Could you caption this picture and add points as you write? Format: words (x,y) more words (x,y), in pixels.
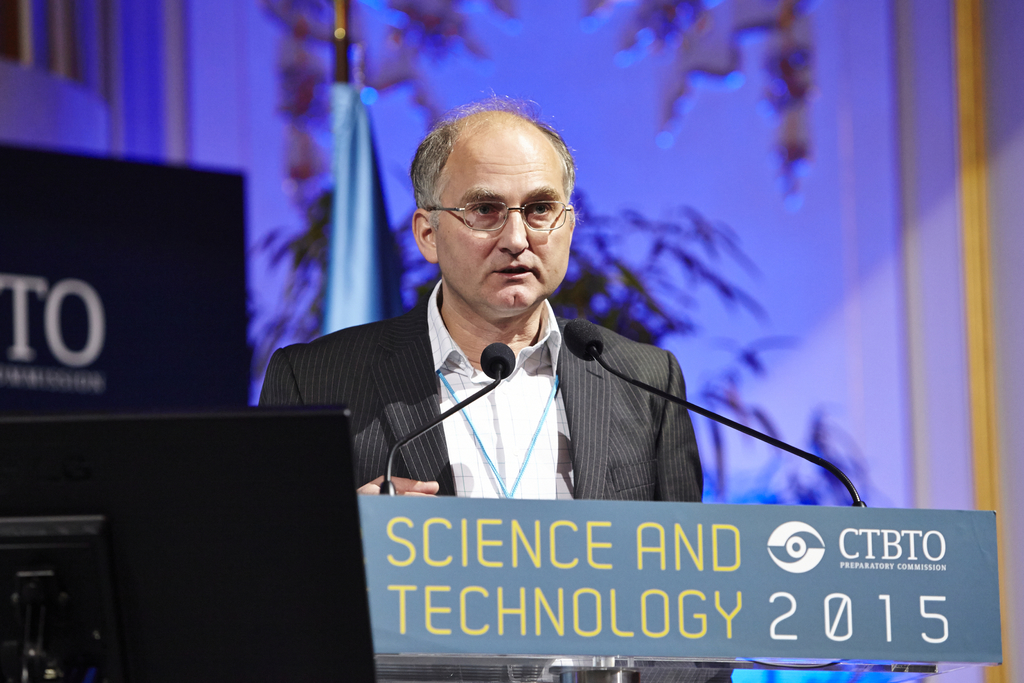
In this image I can see the person (433,415) standing in-front of the podium (631,678). And there are mics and I can see the board (567,644) on the podium (600,680). On the board (493,606) there is a text (487,593) science and technology is written. To the left (55,354) I can see another board (55,354). In the background (111,143) there is a wall (390,130).
